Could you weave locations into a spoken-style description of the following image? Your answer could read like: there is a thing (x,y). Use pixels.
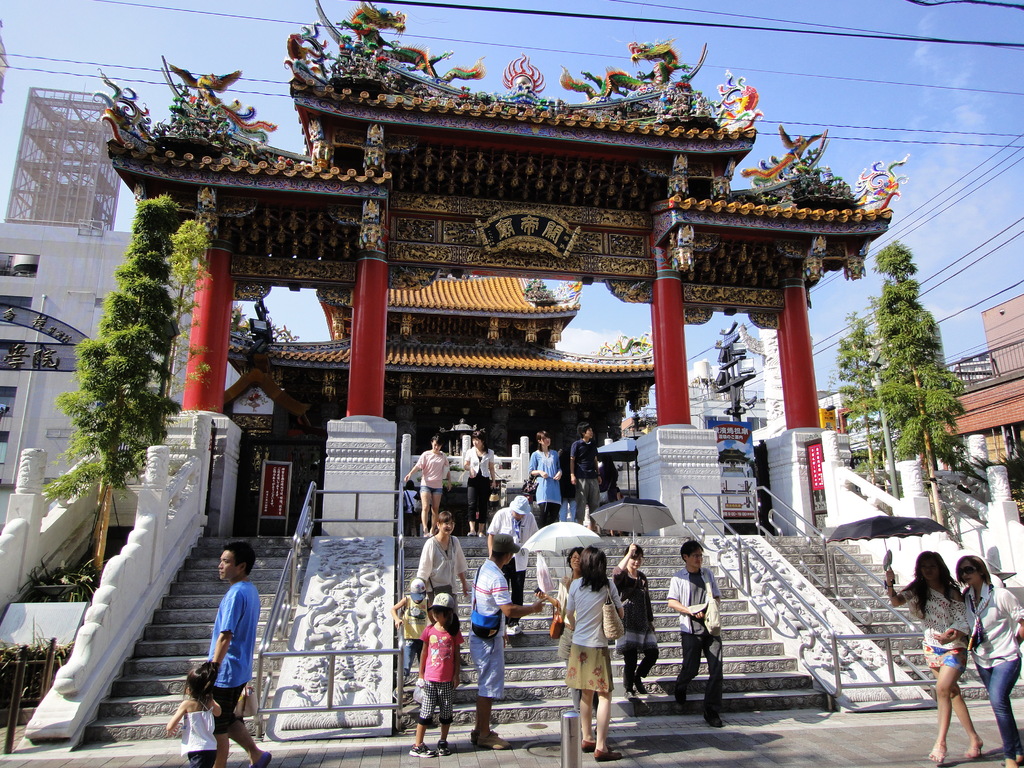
In this image I can see the group of people (560,596) with different color dresses (707,703). I can see few people (566,579) are holding an umbrellas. In-front of these people (439,651) I can see the stairs (541,634), railing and the colorful arch (806,278). In the background (605,414) I can see many buildings (619,350). I can see the trees (91,370) and the boards (735,459) to the side of the arch (786,179). I can also see the clouds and the sky (673,3) in the back (885,11).
